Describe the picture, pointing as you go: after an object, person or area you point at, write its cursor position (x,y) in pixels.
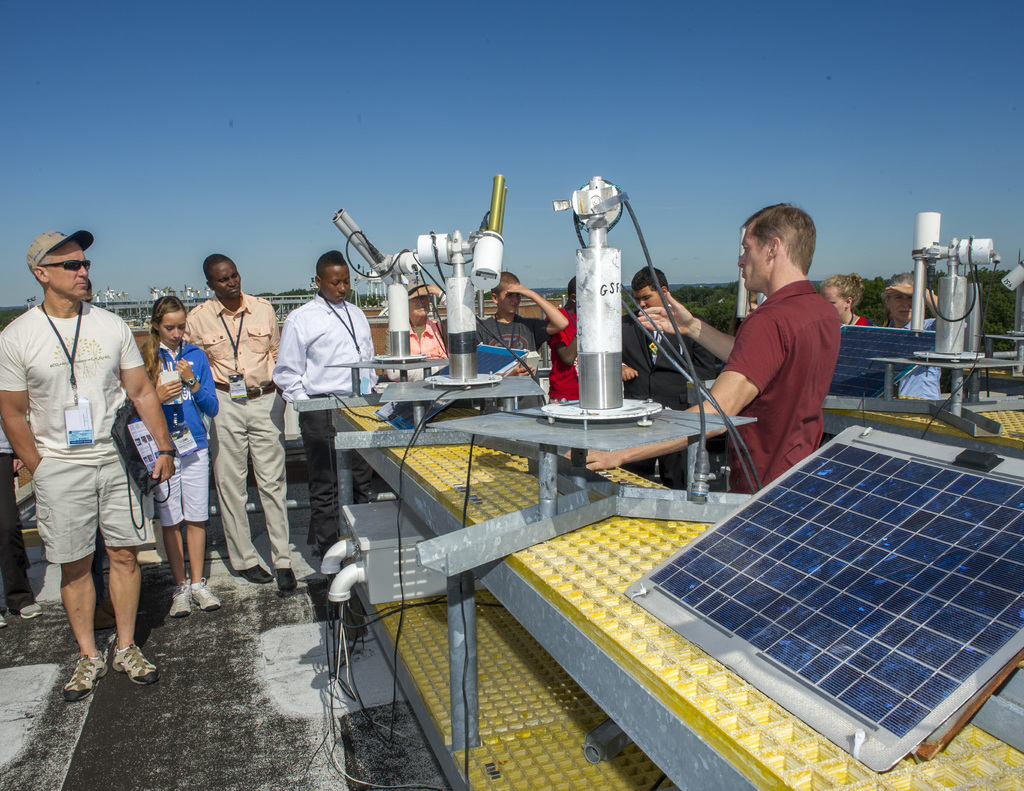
In this image many people (541,324) are standing. Here there are machines (451,337). This is a solar panel (874,521). In the background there are trees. The sky (481,109) is clear.
